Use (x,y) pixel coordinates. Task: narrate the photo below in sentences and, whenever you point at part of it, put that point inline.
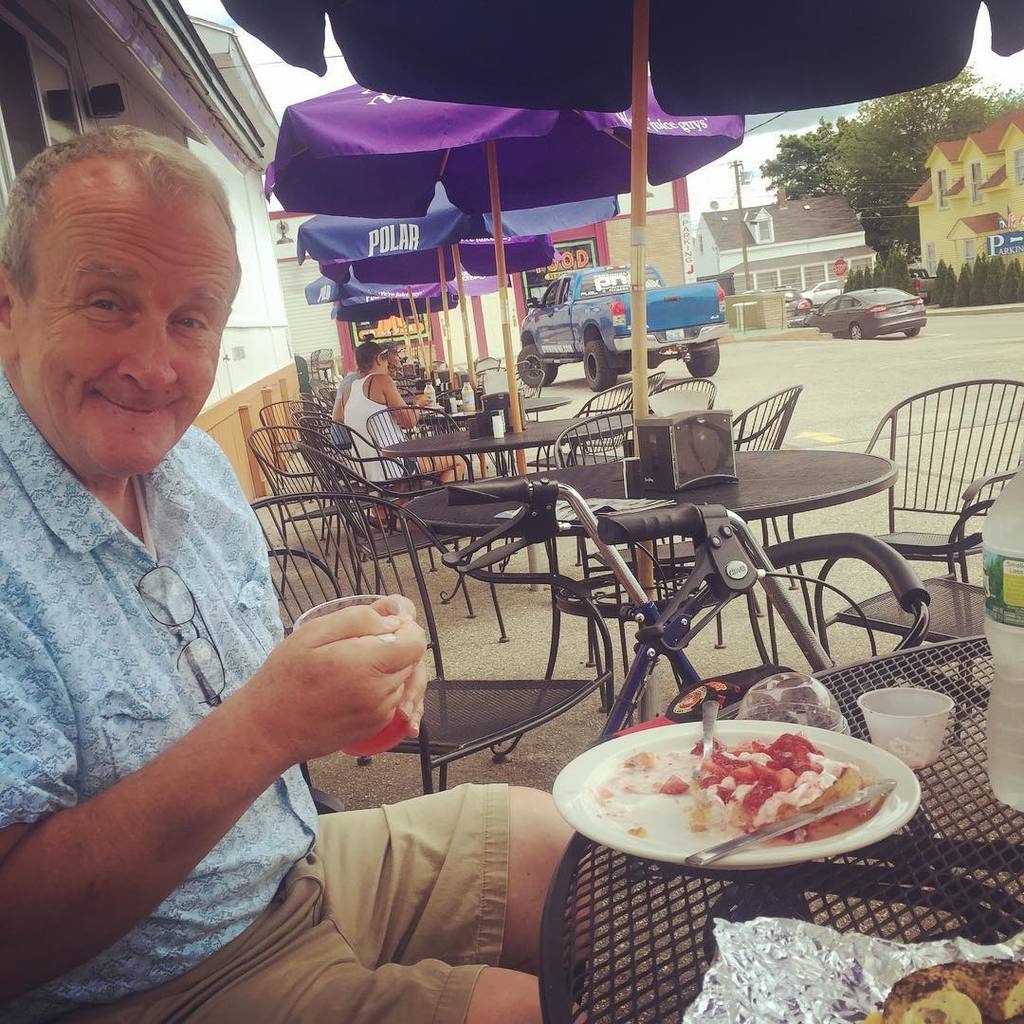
In this picture these persons (156,639) sitting on the chair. there are few tables (937,889). On the table (941,902) we can see plate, food (790,763), spoon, cup (879,711), bottle (1017,718), paper (699,1003). We can see chairs (324,522). There are few vehicles (706,288) on the road (875,369). On this background (786,250) we can see buildings (652,233) and trees (813,150) and sky (738,150). We can see few tents (436,232). This person (331,637) hold a cup (397,732). This person (164,633) has glasses (184,641) on his shirt (118,663).
